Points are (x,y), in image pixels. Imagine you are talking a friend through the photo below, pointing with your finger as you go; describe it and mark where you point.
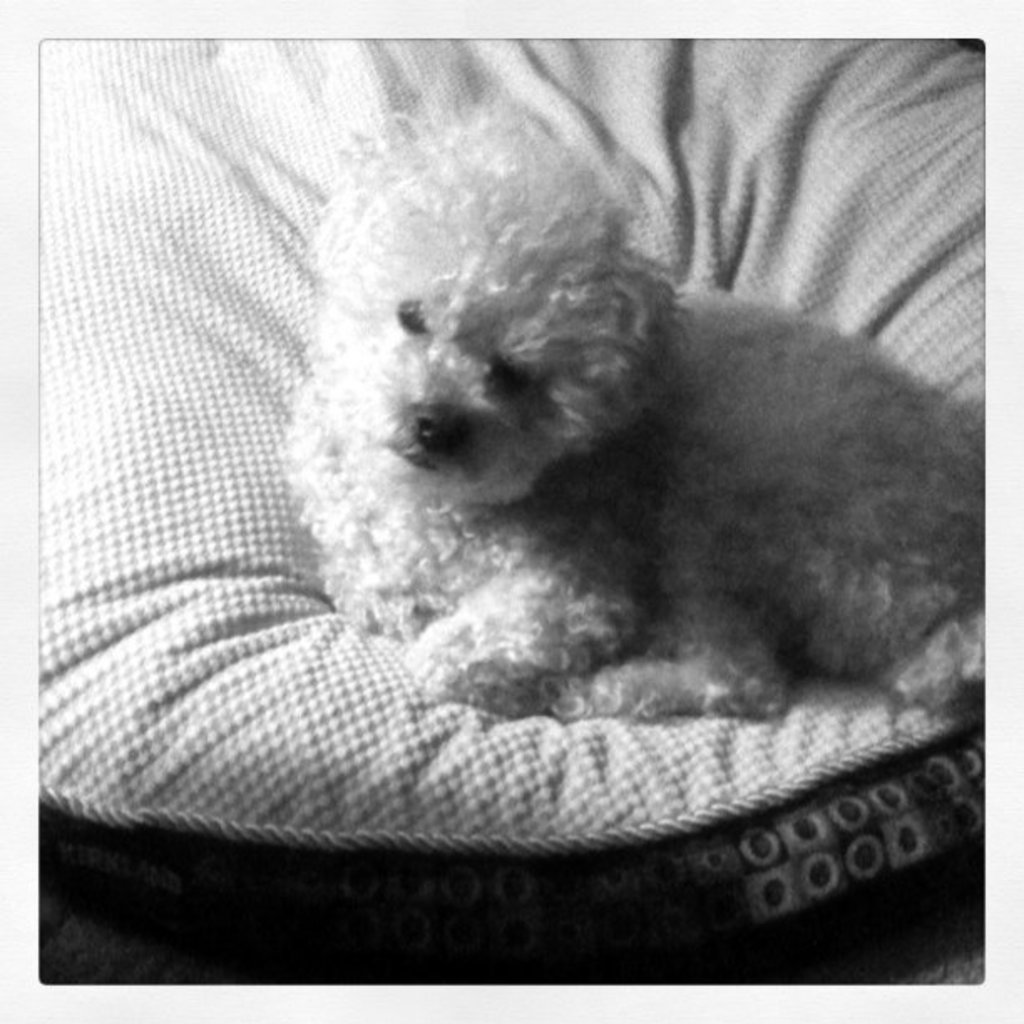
This is a black and white image. In the center of the image (352,613) we can see a small poodle (534,484) is lying on a pet bed (271,877). At the bottom of the image (306,983) we can see the side of the bed (235,941).
